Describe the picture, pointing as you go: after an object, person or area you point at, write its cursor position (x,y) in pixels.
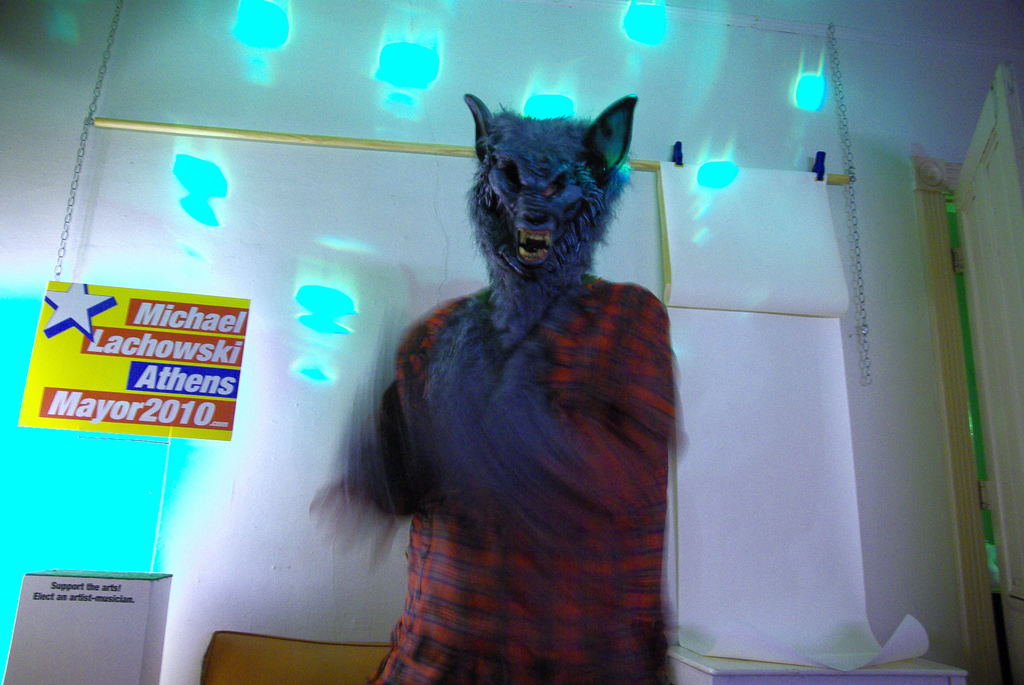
In this image there is a person (572,410) wearing a mask (476,203). In the background of the image (429,88) there is a wall (337,79). There is a poster (152,315). There are blue colored spots (644,11) on the wall (662,146). On the right side of the image (1009,589) there is a door (997,257). There is a table (901,669). In the center of the image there is a wooden object (262,668). On the left side of the image (159,605) there is some object (75,596) with text (100,601) on it.
